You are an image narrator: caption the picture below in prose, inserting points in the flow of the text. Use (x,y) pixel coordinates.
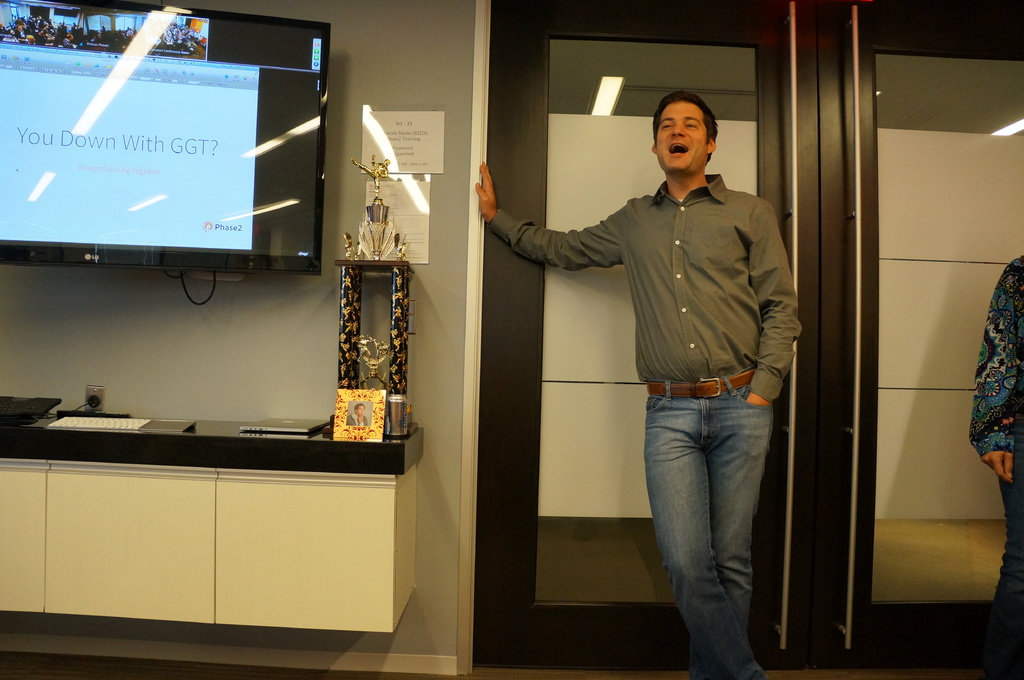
In this image there is a person (635,304) standing in front of a door (794,270), on the left of a person (750,383) there is another person (992,342) standing, to the right of the person (691,292) there is a wall mounted television (141,238), beside the television (198,160), there are posters (397,140) on the wall (345,147), in front of the television (218,198) there are some objects (368,402) on the wooden platform (297,467).
